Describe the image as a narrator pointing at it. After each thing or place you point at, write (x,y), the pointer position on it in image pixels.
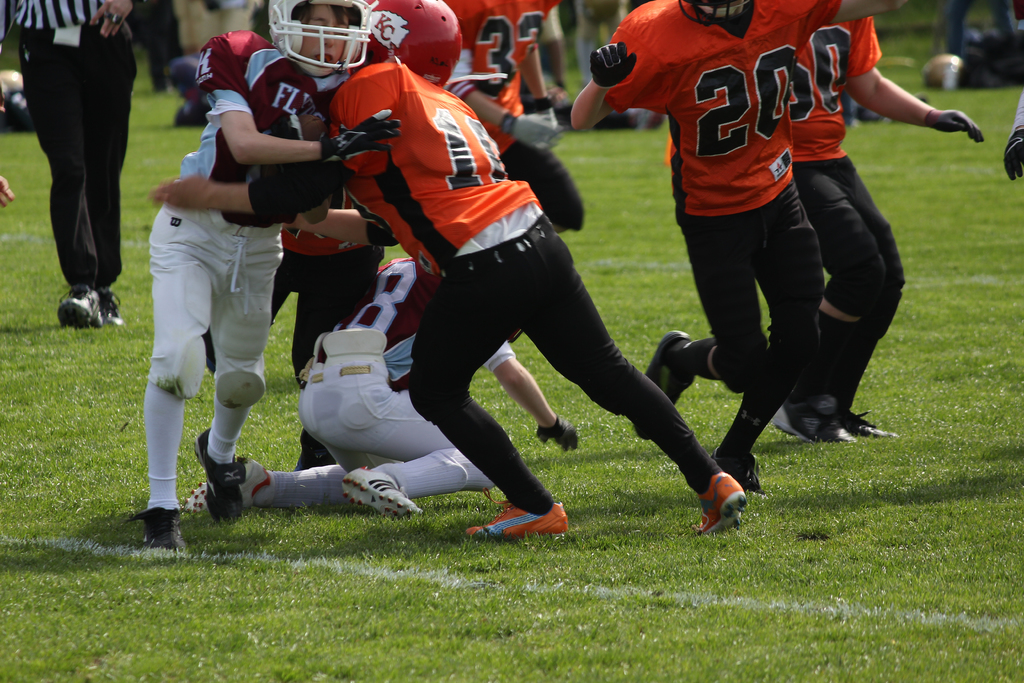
In this image we can see a group of people (517,305) on the ground (540,477). We can also see some grass (675,539).
